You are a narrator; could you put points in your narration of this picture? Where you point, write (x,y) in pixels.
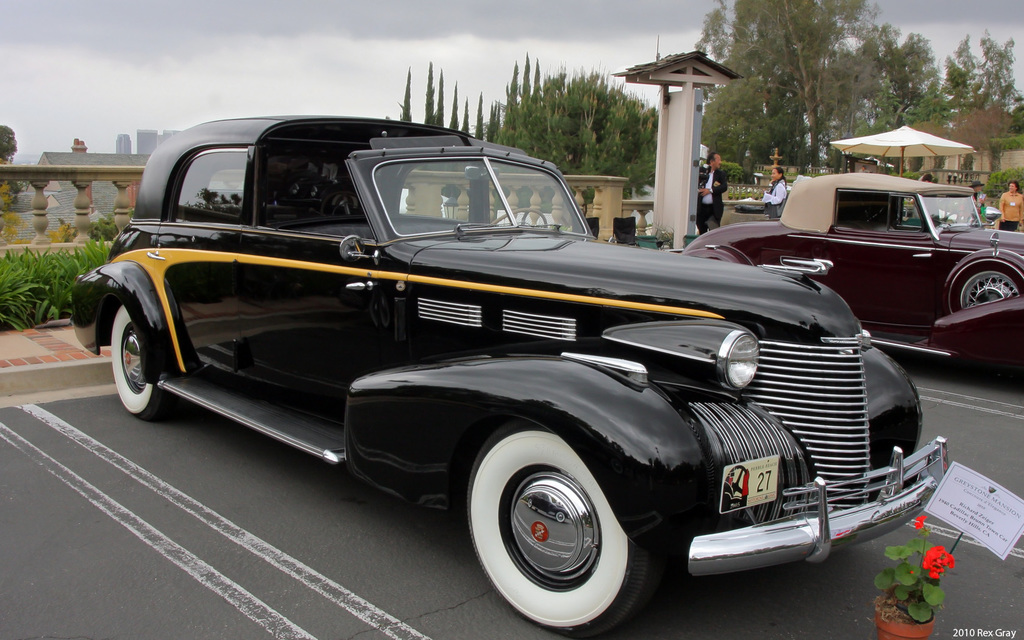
In this image we can see two vehicles (736,337), there are some trees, plants (58,300), people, fence (125,183), buildings (81,160), chairs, tent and a potted plant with flowers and a poster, in the background (417,60) we can see the sky (606,38) with clouds (631,26).
